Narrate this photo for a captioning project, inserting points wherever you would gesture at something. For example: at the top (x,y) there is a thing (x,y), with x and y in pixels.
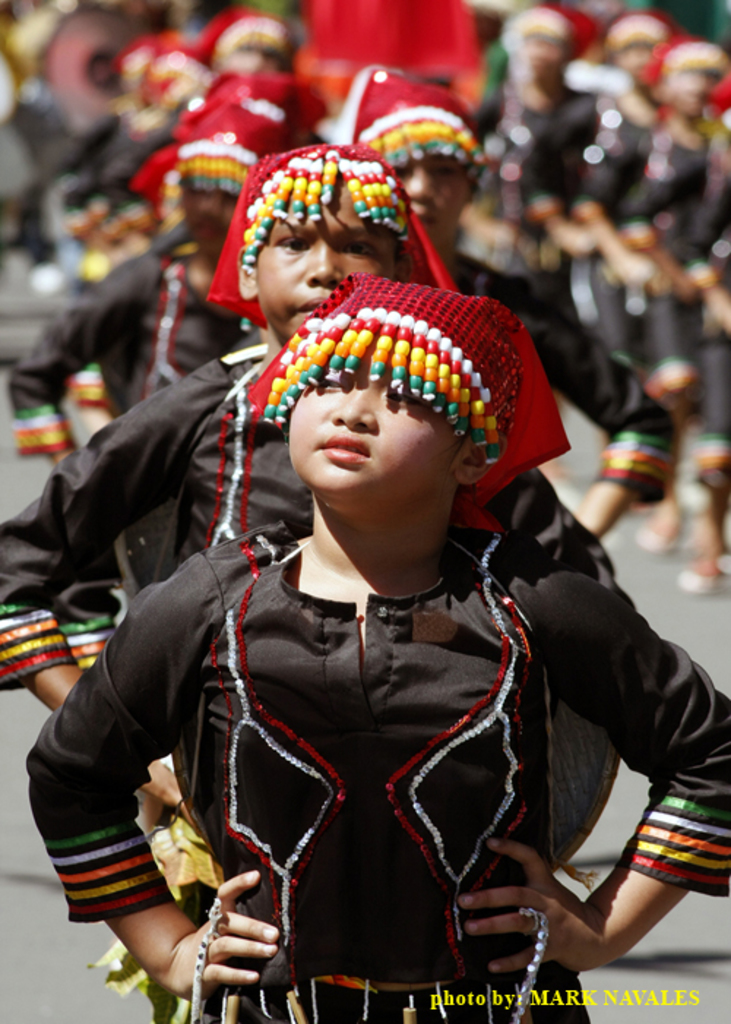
In the picture there is a road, on the road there are many children (517,465) standing, they are wearing a different costume (701,367).
